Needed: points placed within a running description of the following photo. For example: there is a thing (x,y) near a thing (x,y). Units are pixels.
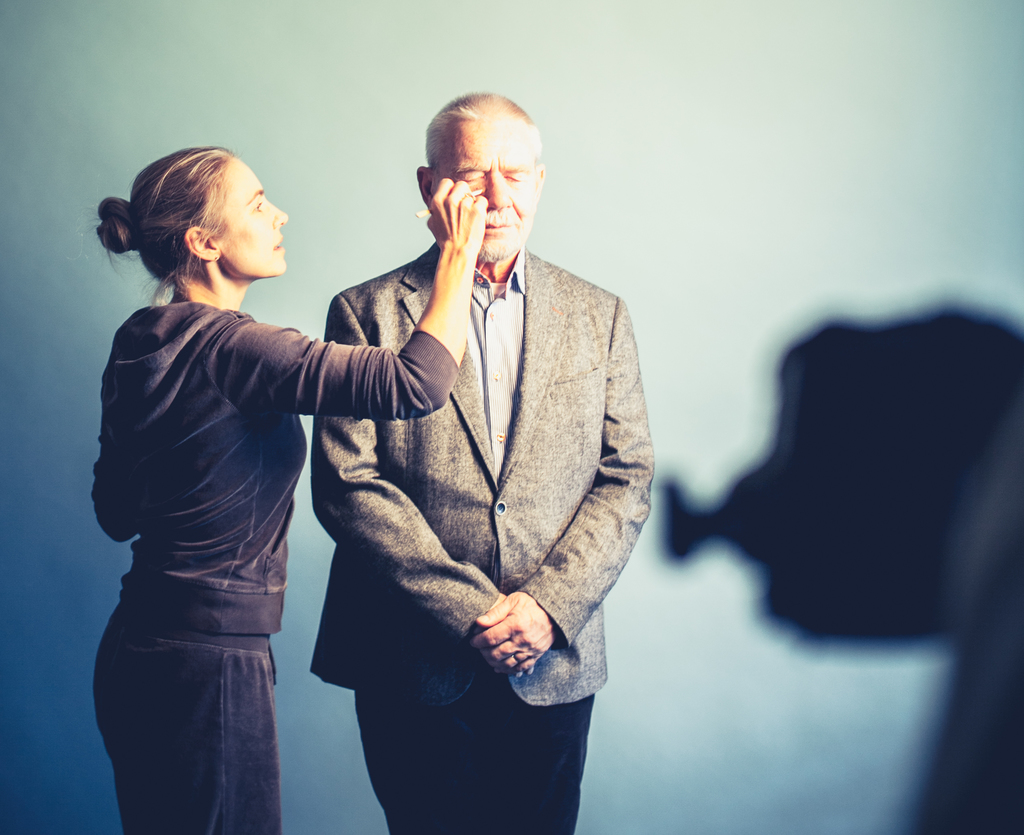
In this picture there is an old men (567,569) wearing grey color suit (517,527), standing in the front (522,775). Beside there is a woman (238,357) doing makeup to him. In the background (453,80) there is a blue color wall (395,141).
